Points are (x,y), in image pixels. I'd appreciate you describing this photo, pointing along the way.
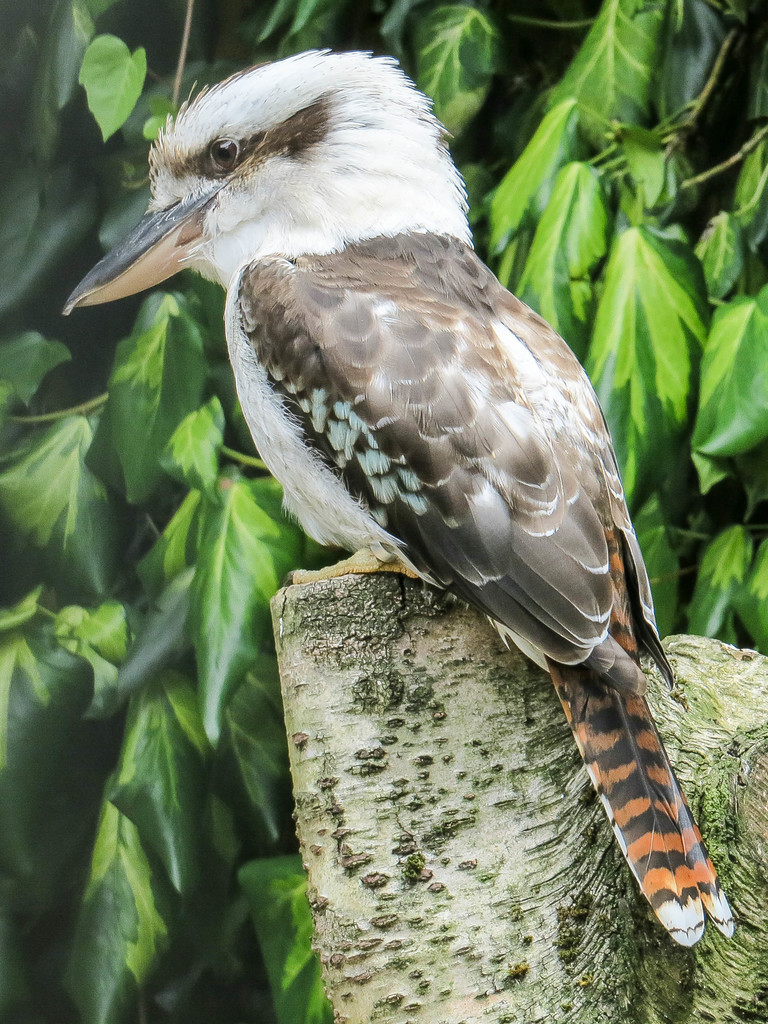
In this image we can see a bird (331,368) which is in white and brown color which is on branch (464,858) of a tree (432,836) and in the background of the image (248,558) there are some leaves (220,532).
